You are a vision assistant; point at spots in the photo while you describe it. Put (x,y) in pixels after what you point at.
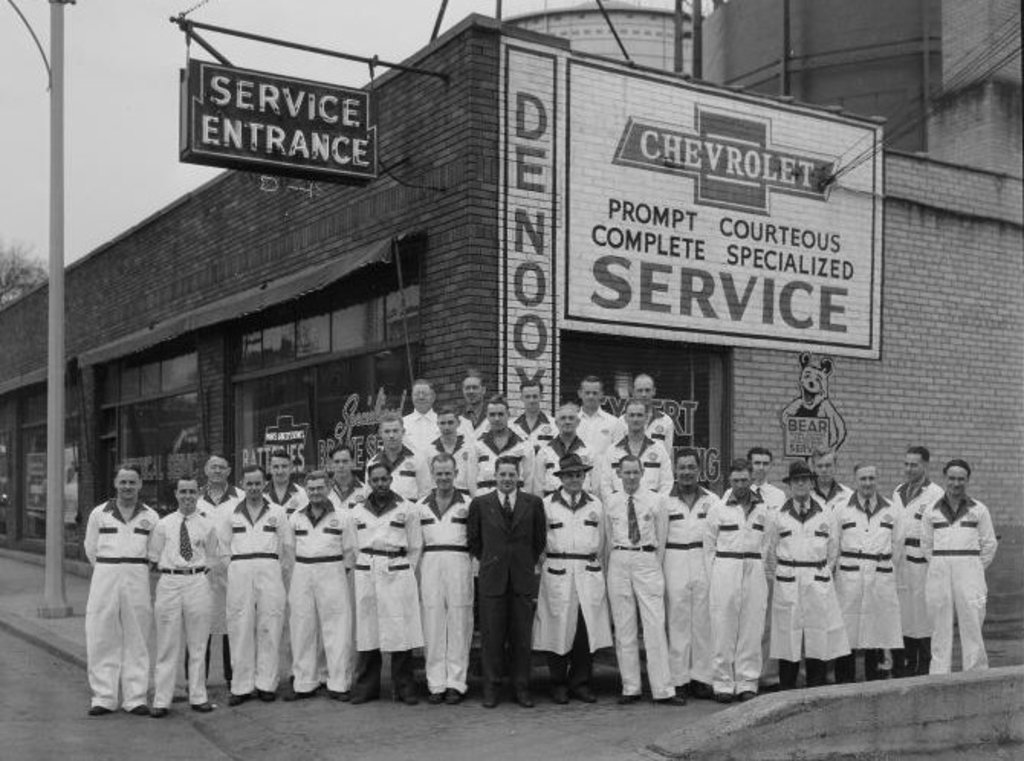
This is a black and white image. In this image we can see persons (470,474) standing on the floor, stores (337,379), advertisement (684,178) on the wall (622,223), sign board (342,166), name board (249,113), poles (57,265) and sky (68,227).
